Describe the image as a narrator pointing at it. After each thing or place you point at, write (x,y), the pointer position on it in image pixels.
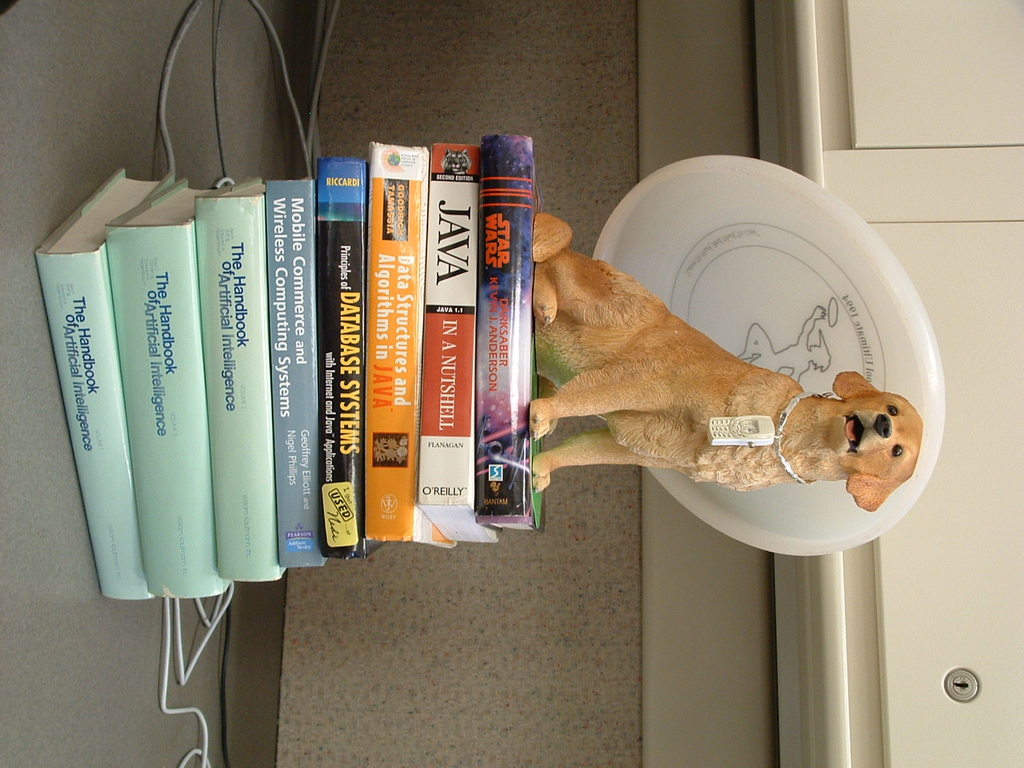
In this image I can see few books (476,344) and on the top of it I can see a cream colour dog (715,455). I can also see a white colour thing (769,433) around the dog's neck (807,445). In the background (730,192) I can see few wires (315,100) and a white colour thing (820,250).
